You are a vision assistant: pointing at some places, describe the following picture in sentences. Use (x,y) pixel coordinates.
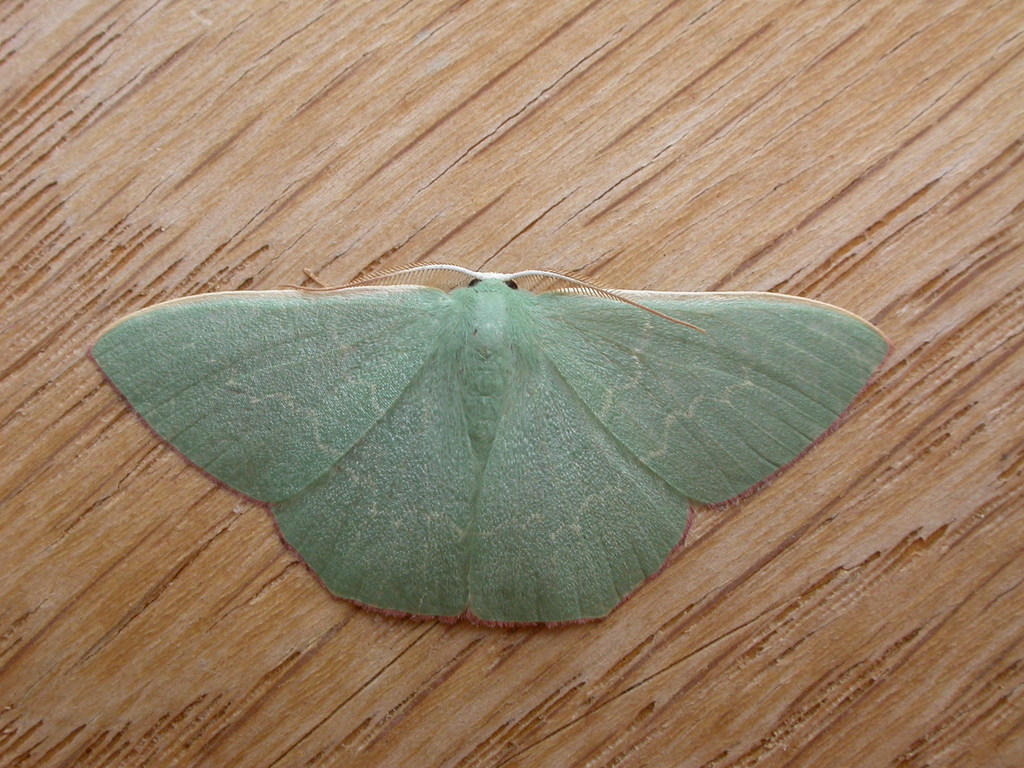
In the center of the image (475,388) an insect (503,421) is present on the table (530,133).
